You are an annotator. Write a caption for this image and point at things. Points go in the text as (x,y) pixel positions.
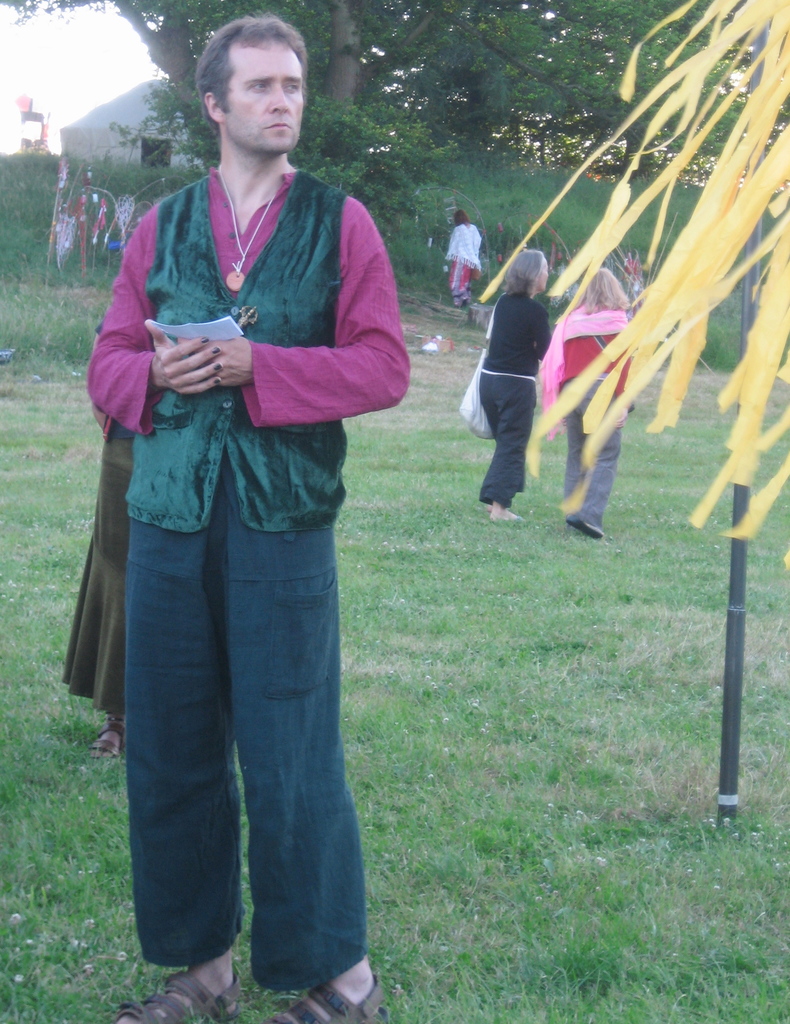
In this image there is a person (202,539) standing on the grassland (687,725). Behind there is a person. Right side there is a pole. There are people (586,409) walking on the grassland (559,491). Left side (61,240) there are objects (56,219). Background (482,15) there are trees (362,59).
